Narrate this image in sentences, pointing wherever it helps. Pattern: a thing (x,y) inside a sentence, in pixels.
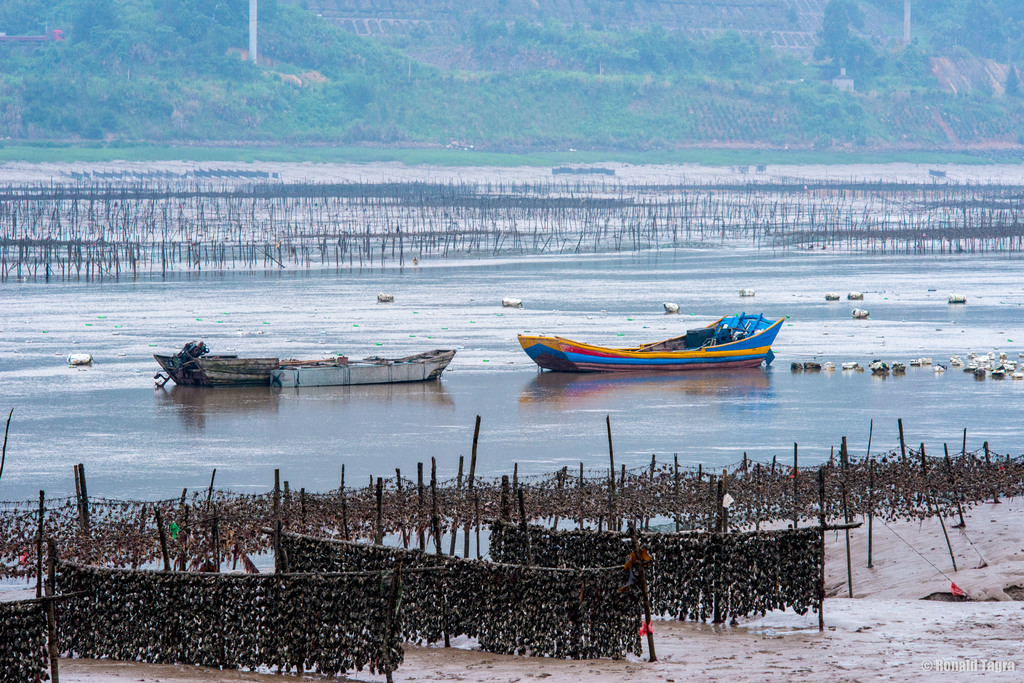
In the picture we can see a sand surface (316,679) on it, we can see some poles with something (604,538) hanged for it and behind it, we can see a water surface (479,397) with three boats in it and behind it also we can see, full of poles (687,185) and in the background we can see grass surface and behind it we can see hills (97,91) covered with plants (280,91) and trees (343,95).
